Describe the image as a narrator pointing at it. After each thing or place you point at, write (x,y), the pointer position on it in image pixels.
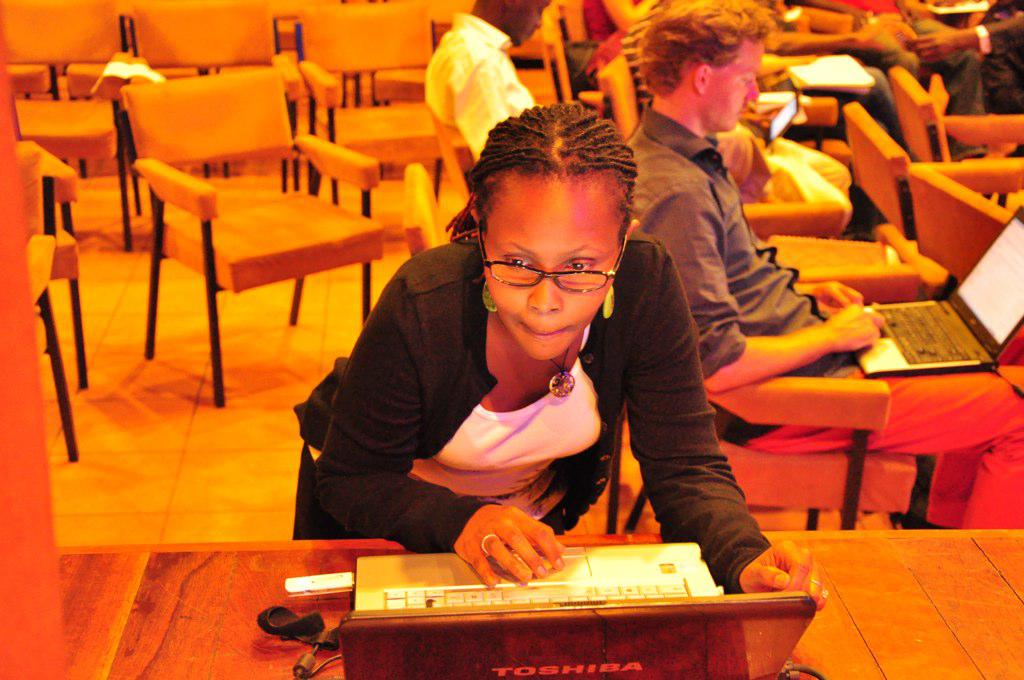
In the given image we can see there are many people (602,187) and the people (594,443) are working on the laptop (564,615). This is a laptop (584,630) on which it is written Toshiba. There are many chairs (227,115).
